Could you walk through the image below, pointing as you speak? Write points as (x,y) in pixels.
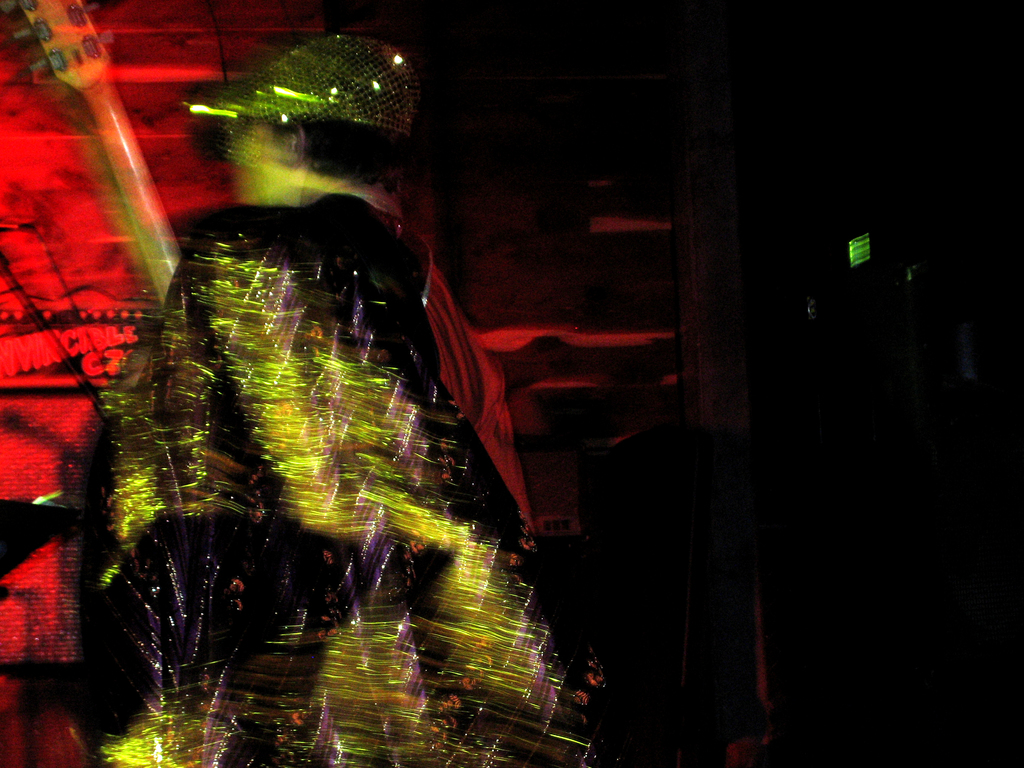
It is a blur picture there is a person (187,329) holding a guitar (154,269) and behind the person (215,122) there is some red light (176,89) on the left side (136,88).
